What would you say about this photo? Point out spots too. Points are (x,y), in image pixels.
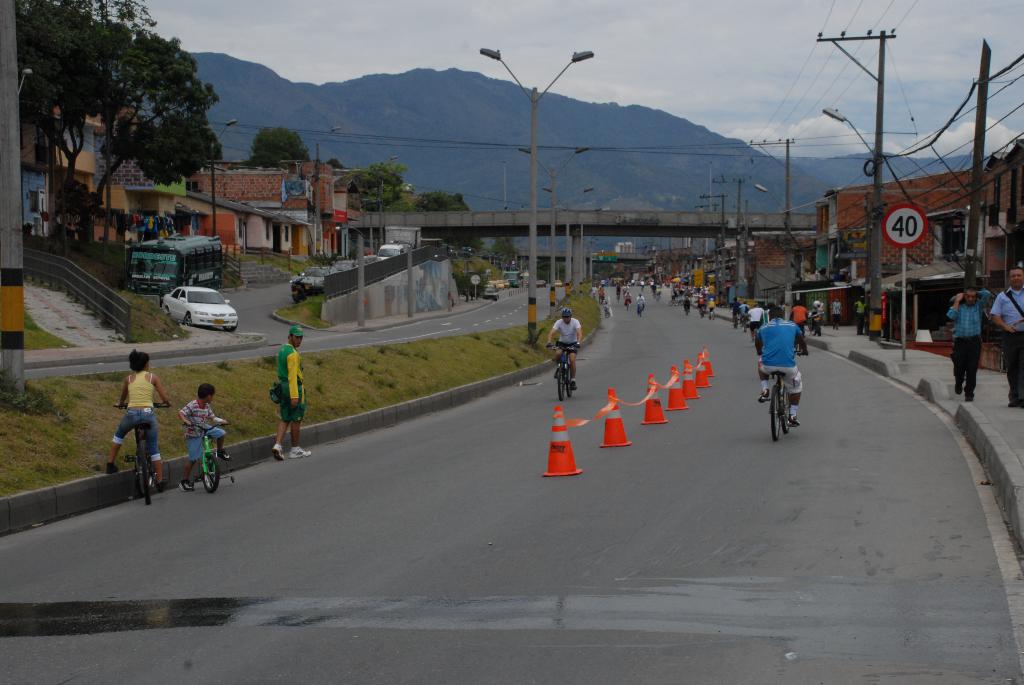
In the center of the image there are people (768,368) cycling on the road (519,556). There are traffic cones (708,355), streetlights (528,334), current poles (879,192). On the right side of the image (1022,398) there are people (1015,384) walking on the pavement (1016,418). On the left side of the image (308,284) there are vehicles (211,270) parked on the road (253,290). In the background of the image (750,226) there is a bridge (767,219). There are trees (154,158), buildings (252,196), mountains (572,141) and sky (730,12).
